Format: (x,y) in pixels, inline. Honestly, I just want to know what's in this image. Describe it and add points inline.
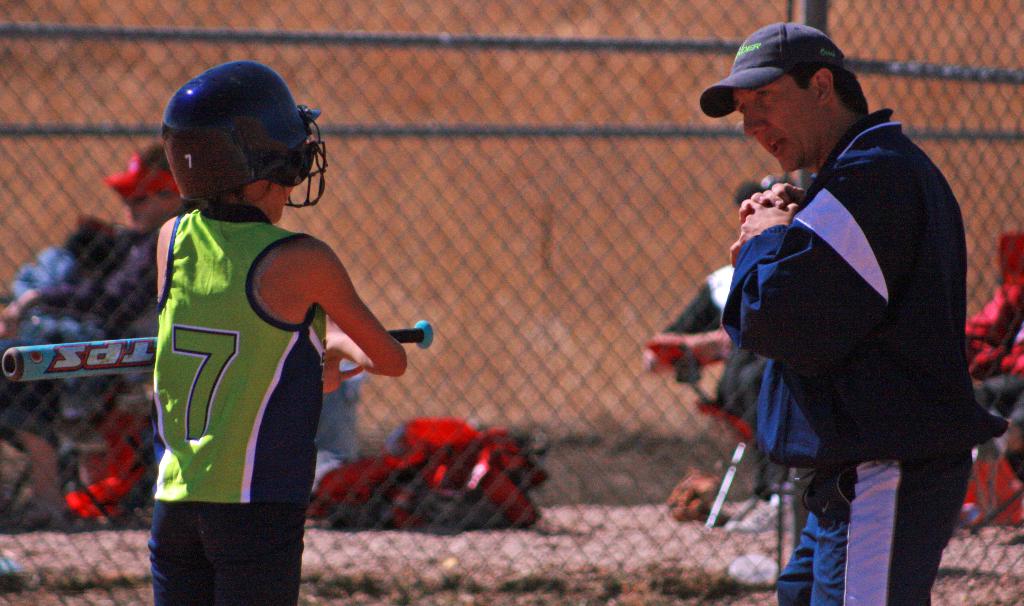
In this image we can see some persons (224,395), among them, some are sitting on the chairs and two are standing on the ground (600,451), also we can see the fence (614,445) and some other objects (504,482) on the ground (665,426).
